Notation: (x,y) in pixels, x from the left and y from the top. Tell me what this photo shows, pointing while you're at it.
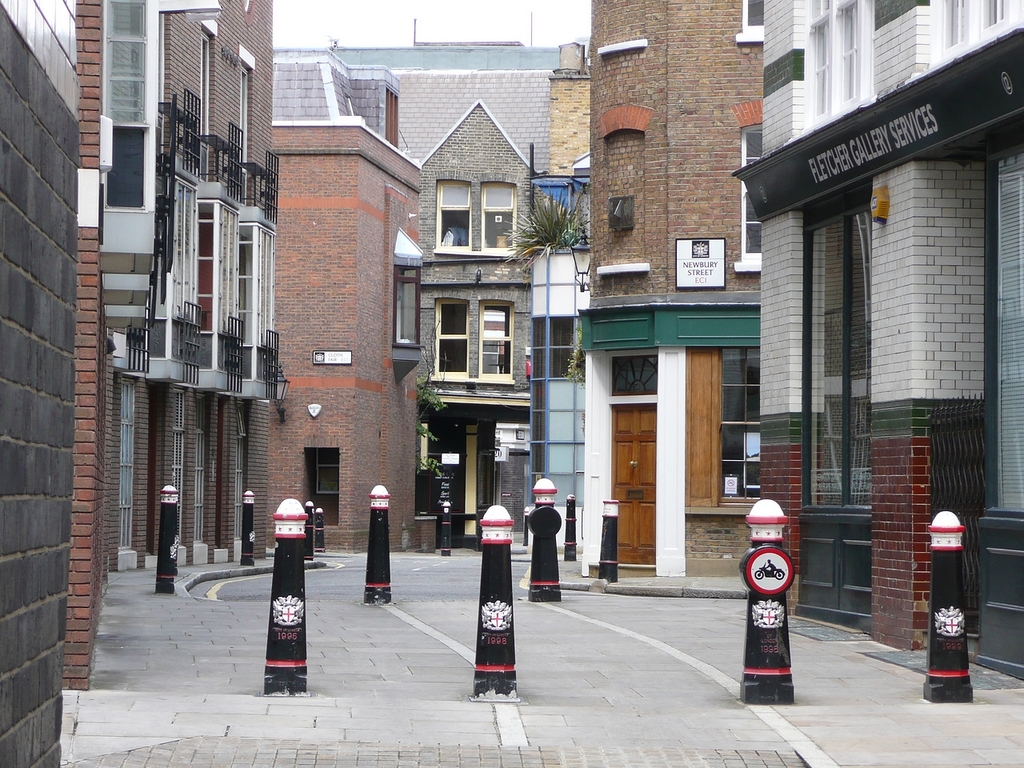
This picture is clicked in the street (736,635). In the middle of the picture (552,503), we see small black color poles (296,633). On either side of the picture, there are buildings (792,428). In the background (434,127), we see a building (460,278) in grey color.
